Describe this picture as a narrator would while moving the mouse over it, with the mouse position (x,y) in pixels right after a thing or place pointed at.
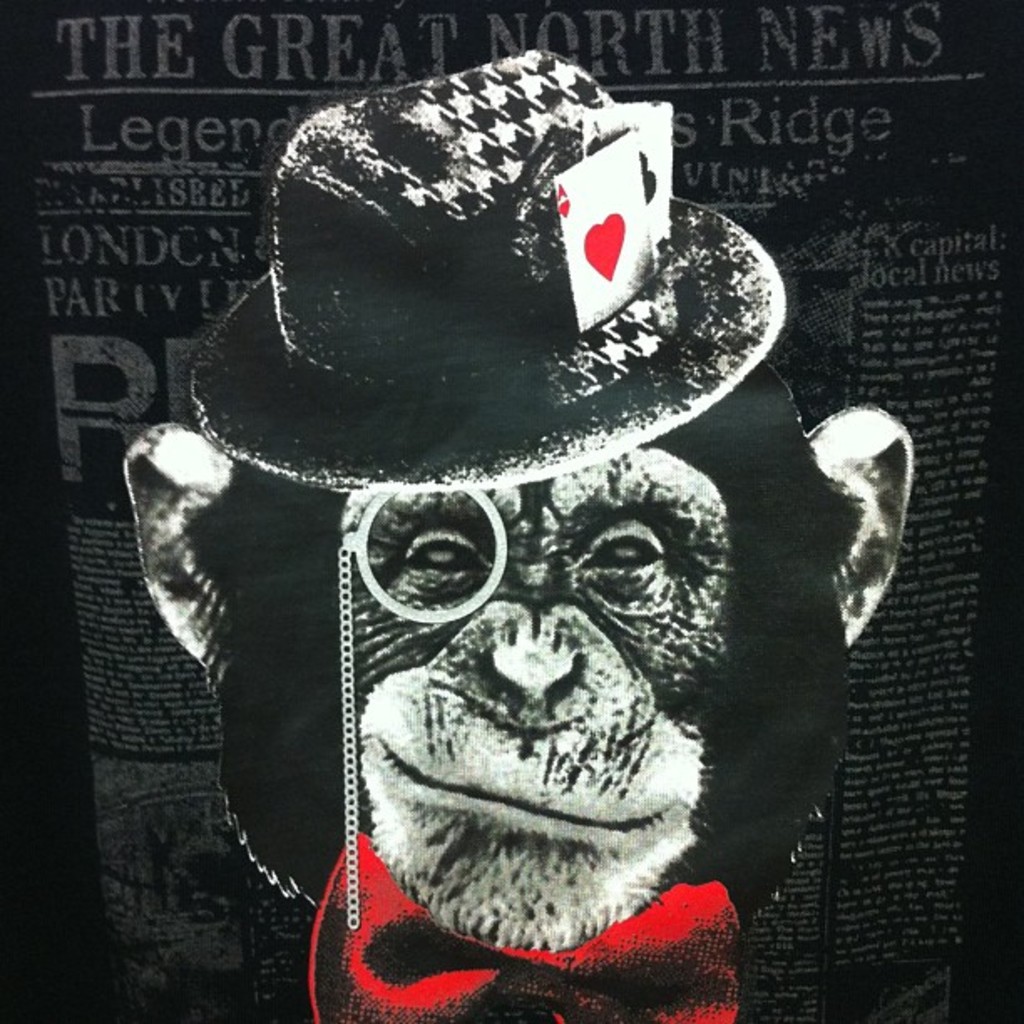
In this image there is a poster (430,398). On the poster (530,517) there is some text (156,152) and the image of the monkey (519,649) wearing a hat (475,490).
